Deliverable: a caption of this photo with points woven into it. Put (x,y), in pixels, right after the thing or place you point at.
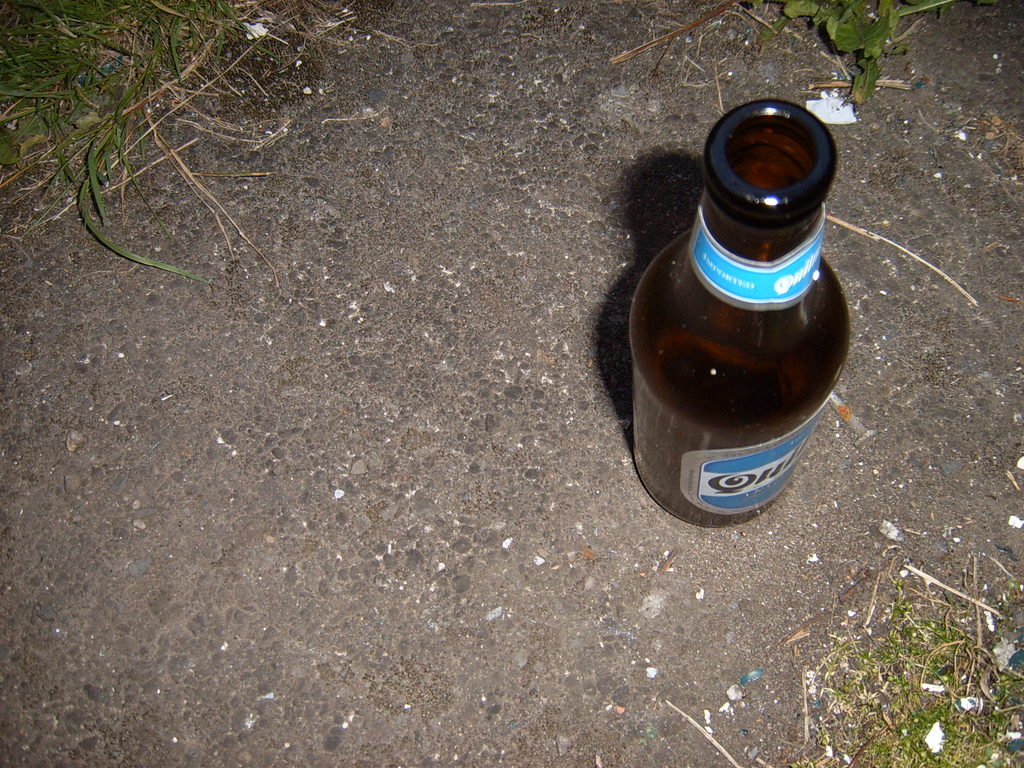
In this image, we can see a bottle (676,246). We can see the ground (491,646) and some grass (12,28).
